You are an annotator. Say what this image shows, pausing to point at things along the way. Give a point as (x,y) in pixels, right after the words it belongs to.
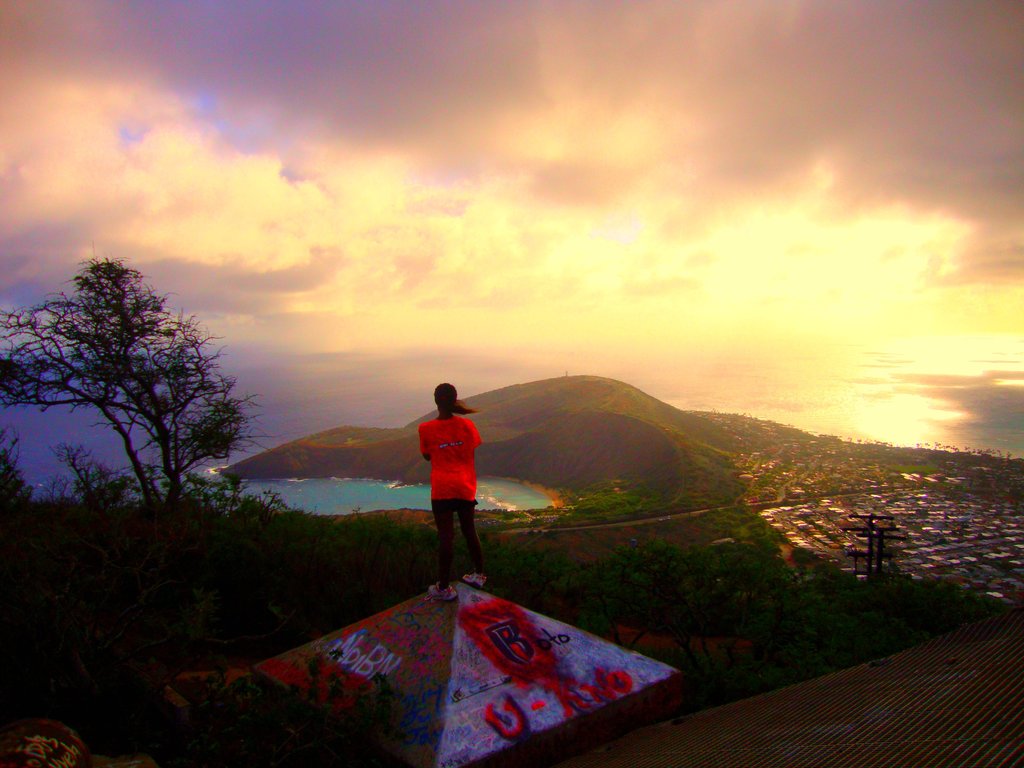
In this picture there is a woman (429,430) who is wearing t-shirt (445,468), shorts (469,504) and shoe (466,577). She is standing on the concrete structure (523,624). On the right (906,531) we can see many buildings (805,535). Here it's a electric poles (864,539). On the left (318,570) we can see trees (20,389), plants (233,570) and grass (202,595). In the background (697,479) we can see mountain (282,464) and water (427,488). On the top (552,66) we can see sky (488,142) and clouds (516,103).
